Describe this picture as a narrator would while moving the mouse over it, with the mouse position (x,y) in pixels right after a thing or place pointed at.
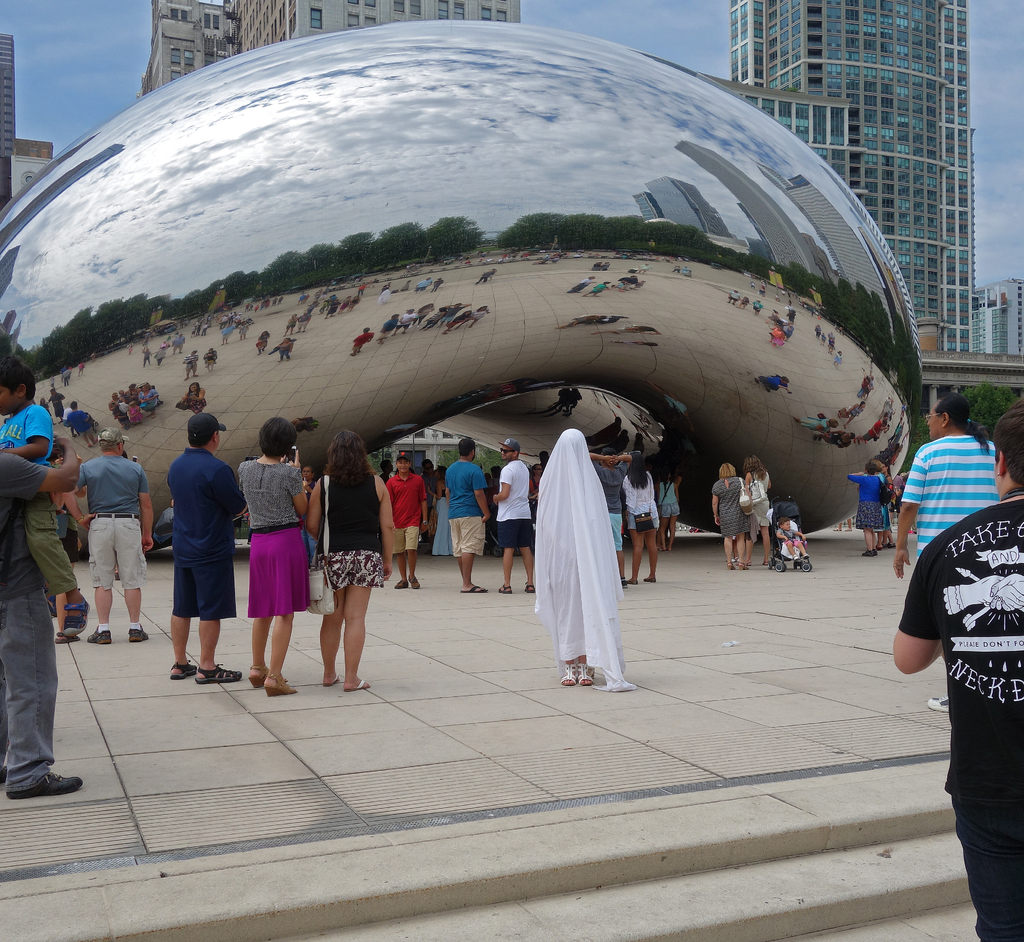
We can see group of people (378,503) and glass (446,237), on this glass (453,242) we can see group of people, buildings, trees (304,283) and sky (486,33) with clouds (443,33). Background (1004,187) we can see buildings (935,81) and sky (77,52).
